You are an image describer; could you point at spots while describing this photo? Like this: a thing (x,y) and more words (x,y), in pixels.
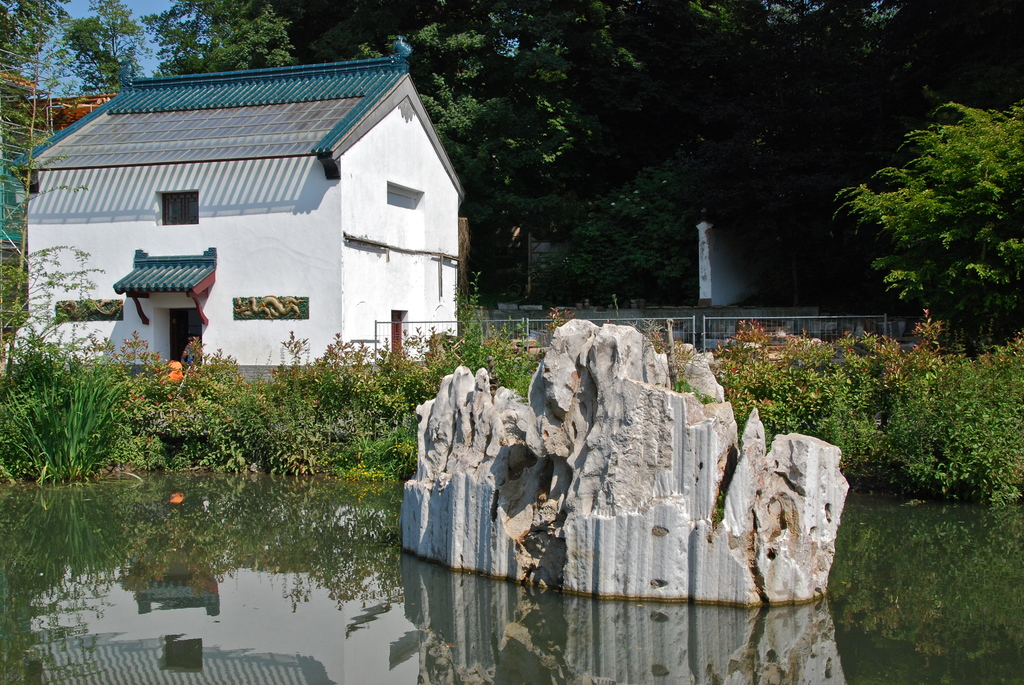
At the bottom of the picture (227,531), we see water (377,584). In the middle of the water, we see a rock (586,554). Behind that, there are trees (366,396) and plants (383,411). Behind the trees (407,392), we see a building (444,303) in white color with blue color roof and an iron railing (527,321). There are trees (542,111) in the background (590,142).
